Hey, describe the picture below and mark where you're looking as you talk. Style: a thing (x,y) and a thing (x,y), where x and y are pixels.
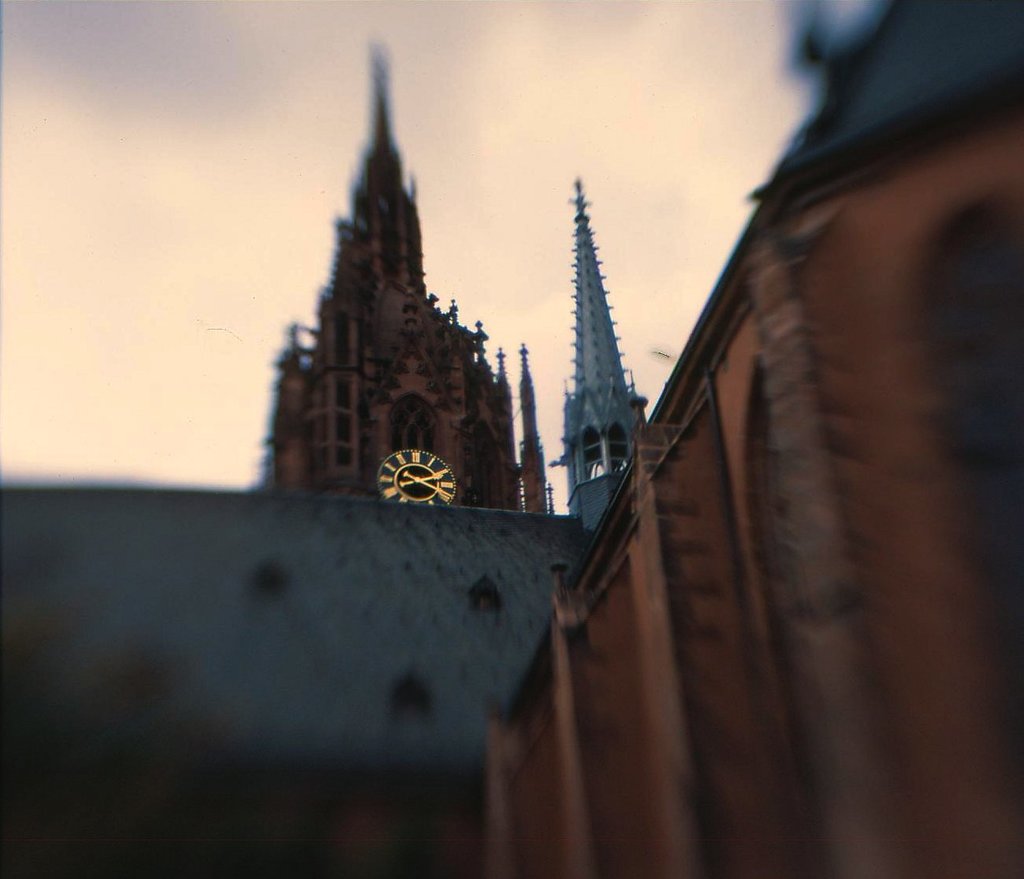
In this image, we can see there are buildings (373,87) on the ground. In the background (493,316), there are clouds (97,118) in the sky (79,134).
